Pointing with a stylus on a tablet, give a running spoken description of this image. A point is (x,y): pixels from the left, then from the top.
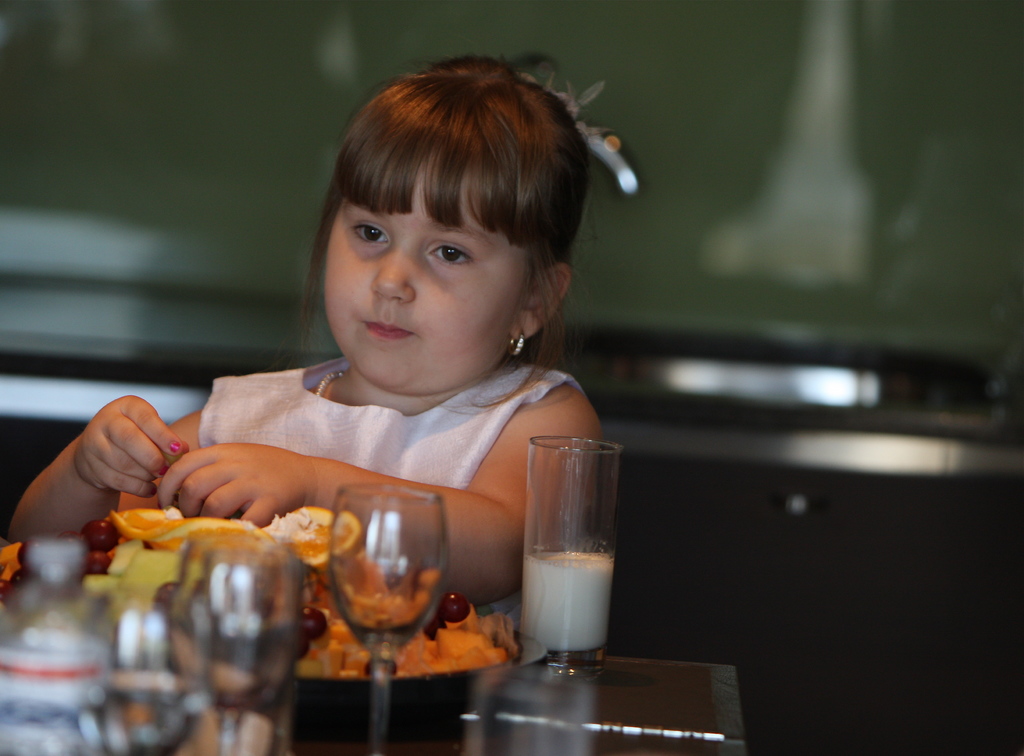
This picture is clicked inside a room (465,659). Here, we see a girl (313,438) in white dress (364,426) is sitting on chair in front of table (600,716) on which glass (580,581) containing milk (543,636), empty glass (358,540) and plate (404,712) with fruits (199,532) are placed on a table (500,733). Behind her, we see a wall (801,174) which is green in color.
